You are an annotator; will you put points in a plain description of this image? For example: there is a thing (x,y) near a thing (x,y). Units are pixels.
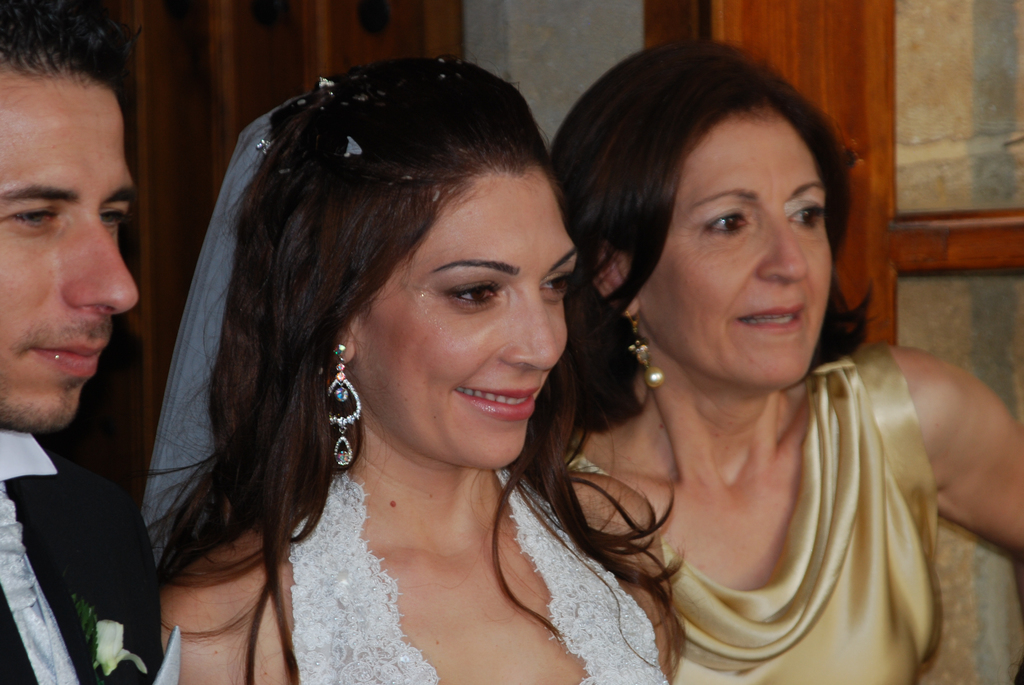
In front of the picture, we see three people (433,511). Out of them, two are women (274,491) and one is a man (25,579). The woman (505,538) in the white dress (566,560) is smiling. Beside her, the woman (640,454) in the gold color dress (829,488) is also smiling. Behind them, we see a white wall (560,64) and a cupboard (276,85) in brown color.
